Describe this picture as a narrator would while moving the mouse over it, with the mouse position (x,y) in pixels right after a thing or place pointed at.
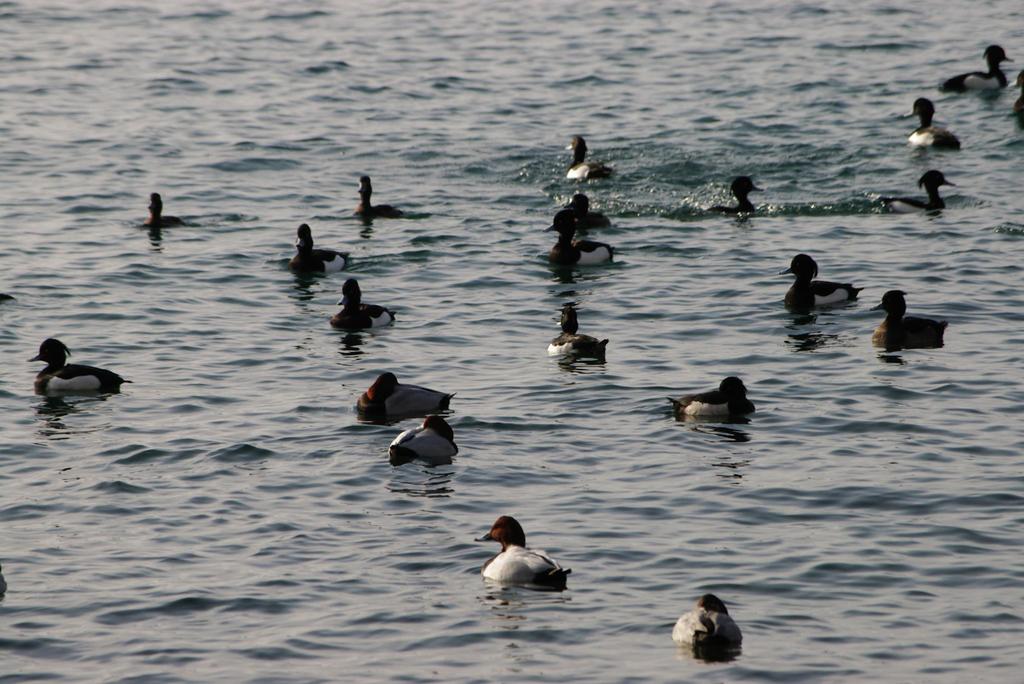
In this image we can see there are birds (552,581) in the water (526,388).
